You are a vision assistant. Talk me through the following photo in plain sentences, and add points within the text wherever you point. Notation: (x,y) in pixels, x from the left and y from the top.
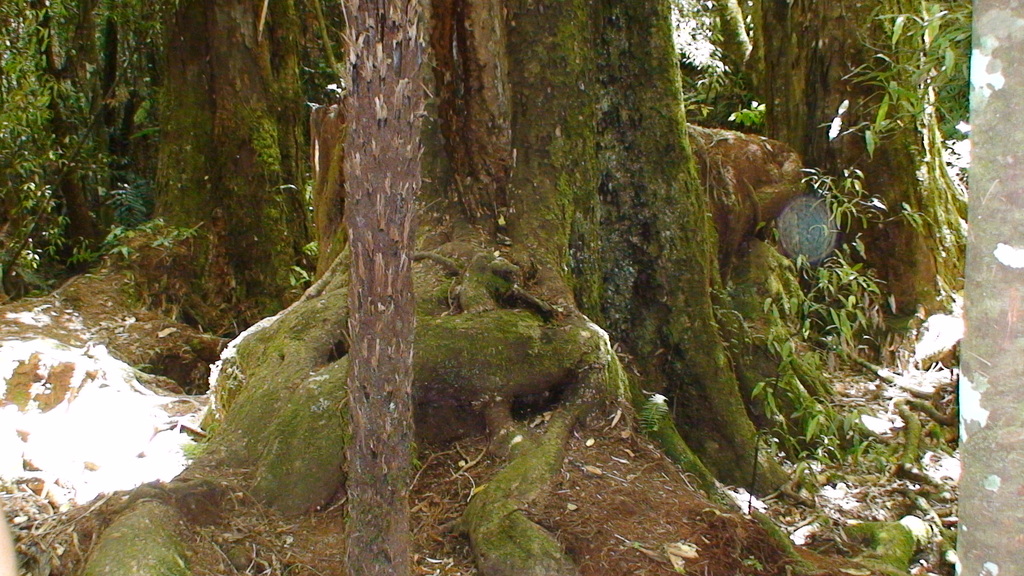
We can see tree trunks (208,89) and leaves (28,37).
